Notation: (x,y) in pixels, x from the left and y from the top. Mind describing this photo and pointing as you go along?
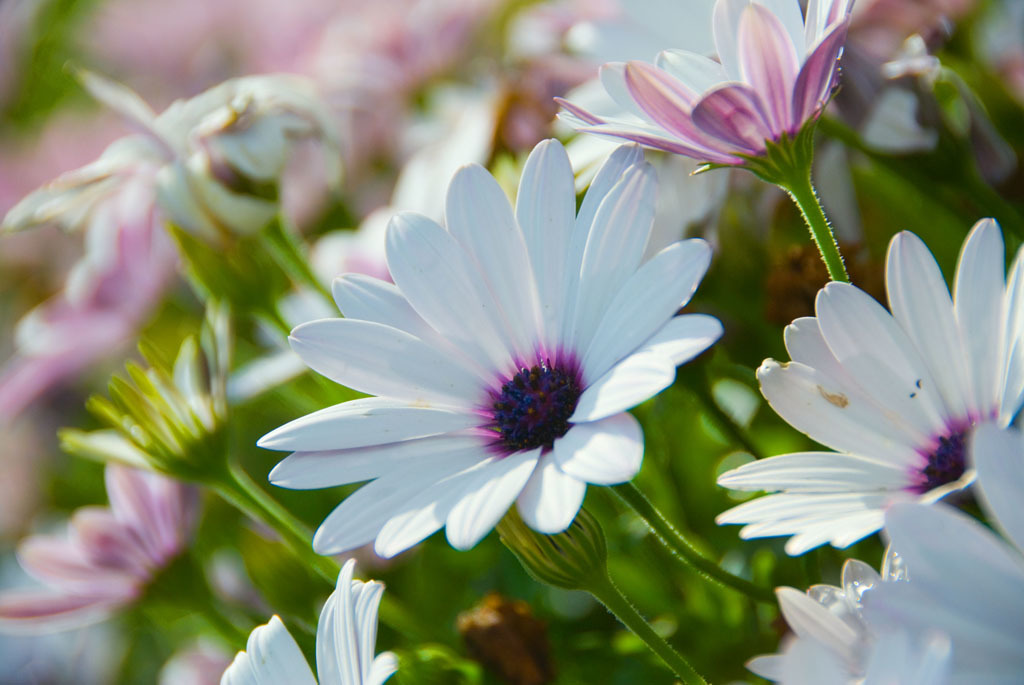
This image consists of flowers (610,346). They are in white color.
